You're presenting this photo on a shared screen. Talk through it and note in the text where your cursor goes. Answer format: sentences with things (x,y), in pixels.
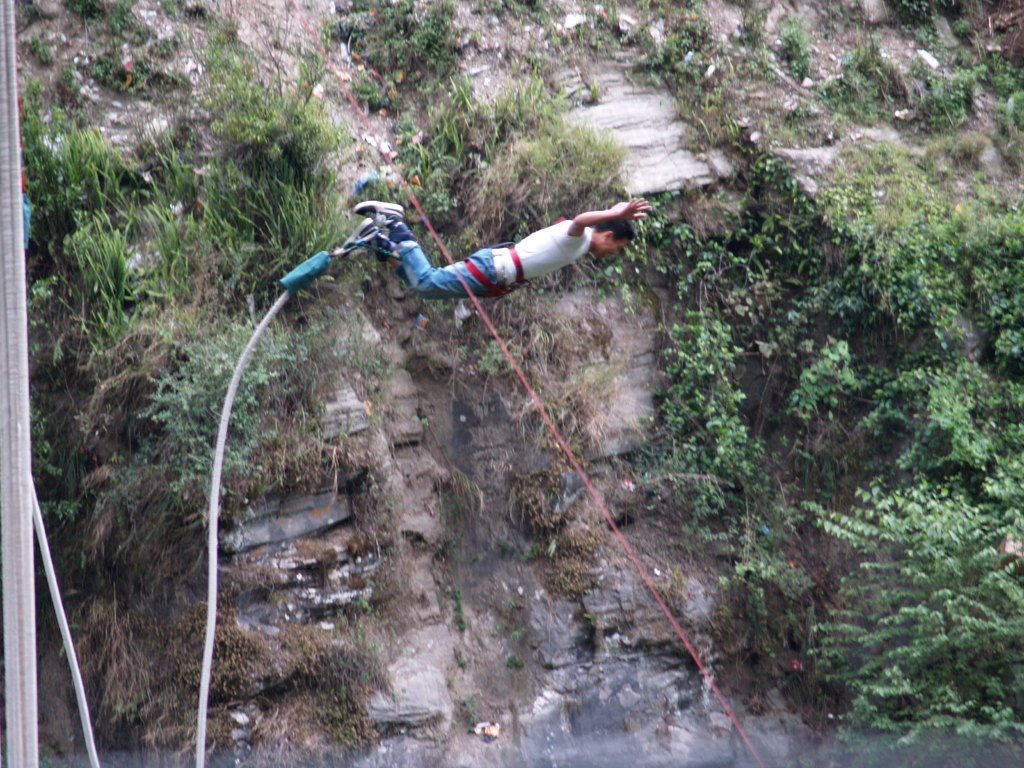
In this picture, a man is doing Bungee jumping and he is tied with a rope (316,254) which is on the left side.
